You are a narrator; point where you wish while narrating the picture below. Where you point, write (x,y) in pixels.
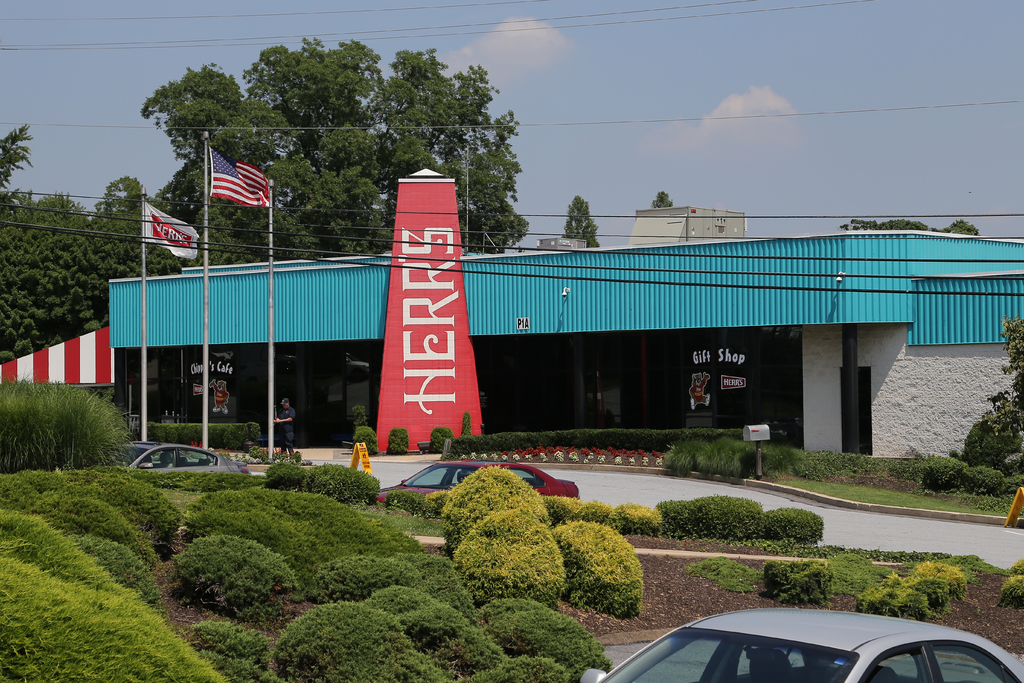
In the image we can see a store (399,302), pole (204,427), flag (214,174), vehicle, soil (652,589), plants (199,517), grass (855,492), electric wires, trees (112,271) and a cloudy blue sky (644,146). We can even see a person (285,432) standing and wearing clothes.
